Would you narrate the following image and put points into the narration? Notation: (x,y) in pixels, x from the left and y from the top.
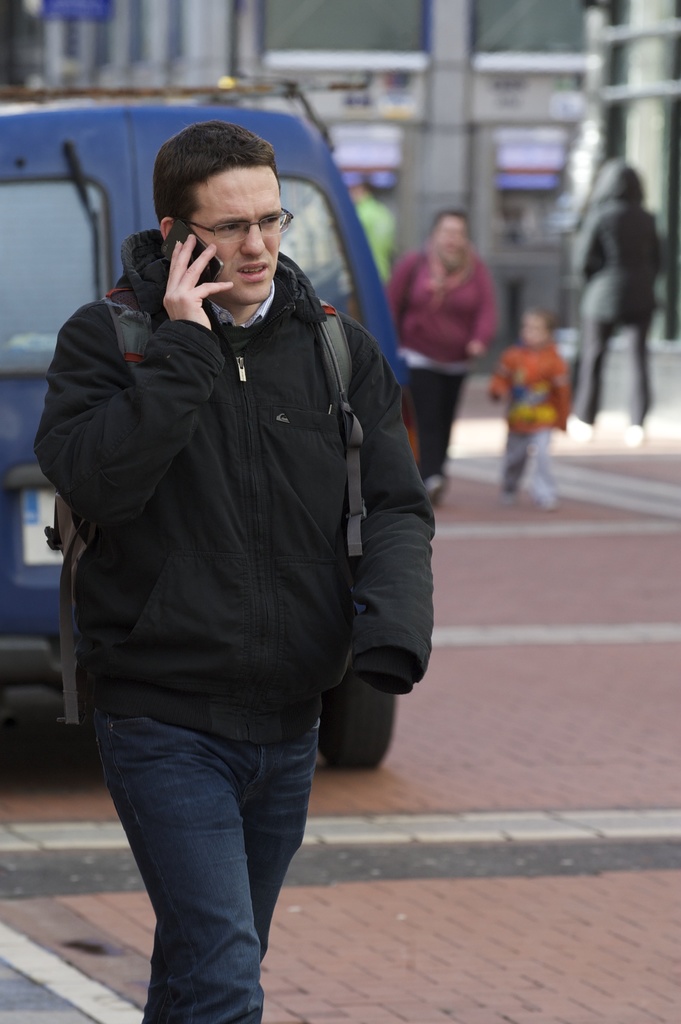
In this image we can see a person (258,330) wearing specs (263,229) and bag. He is talking on a phone (196,235). In the background (102,128) there is a vehicle (157,135). Also there are few people (512,364). In the background (429,88) it is blur.
